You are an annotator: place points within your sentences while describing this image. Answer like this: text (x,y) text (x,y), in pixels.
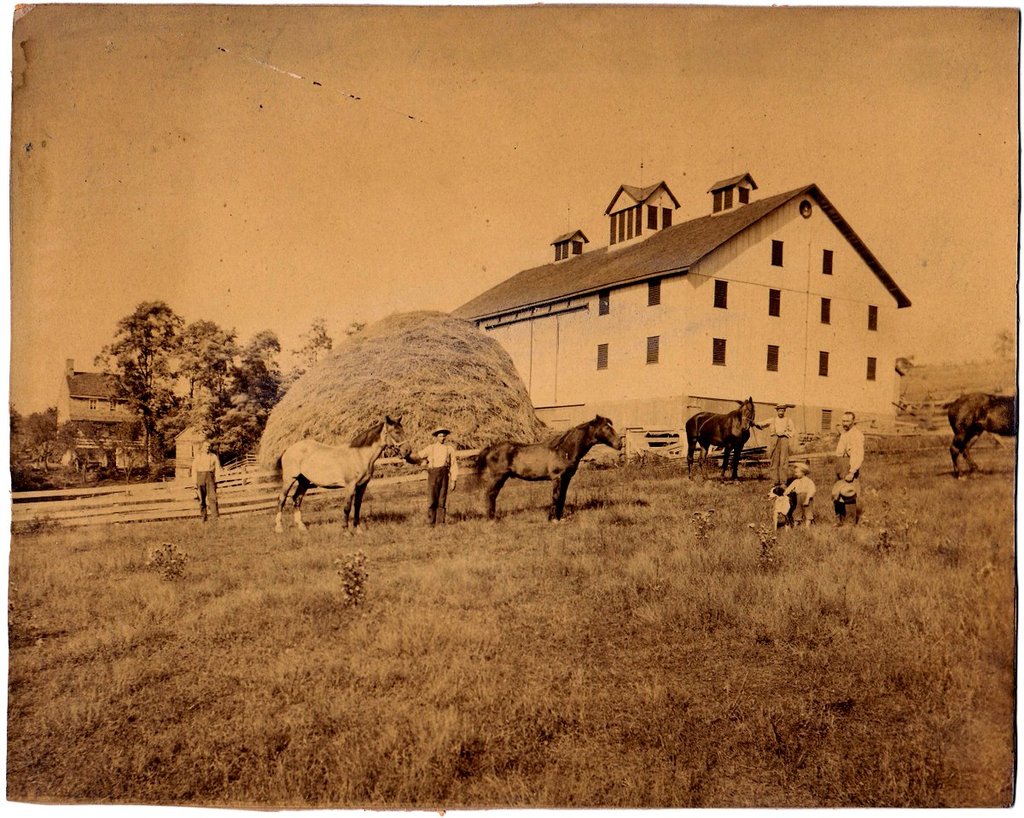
In this picture we can see four men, kids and horses (303,485) are standing on the ground (462,683). In the background (226,420) we can see buildings (699,375), trees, fence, windows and sky (506,222).
